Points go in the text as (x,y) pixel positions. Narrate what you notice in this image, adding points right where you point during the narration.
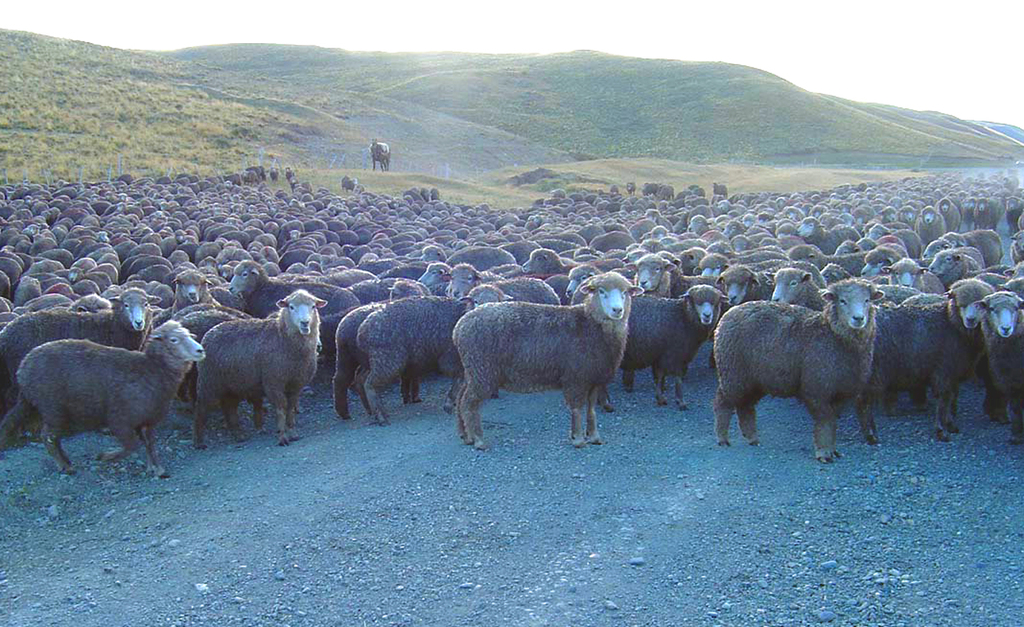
This image consists of a cattle of sheep (342,343). At the bottom (555,569), there is a road (383,558). In the background (257,128), we can see the mountains (240,117) covered with green grass (280,83). At the top (358,3), there is a sky (444,17).
